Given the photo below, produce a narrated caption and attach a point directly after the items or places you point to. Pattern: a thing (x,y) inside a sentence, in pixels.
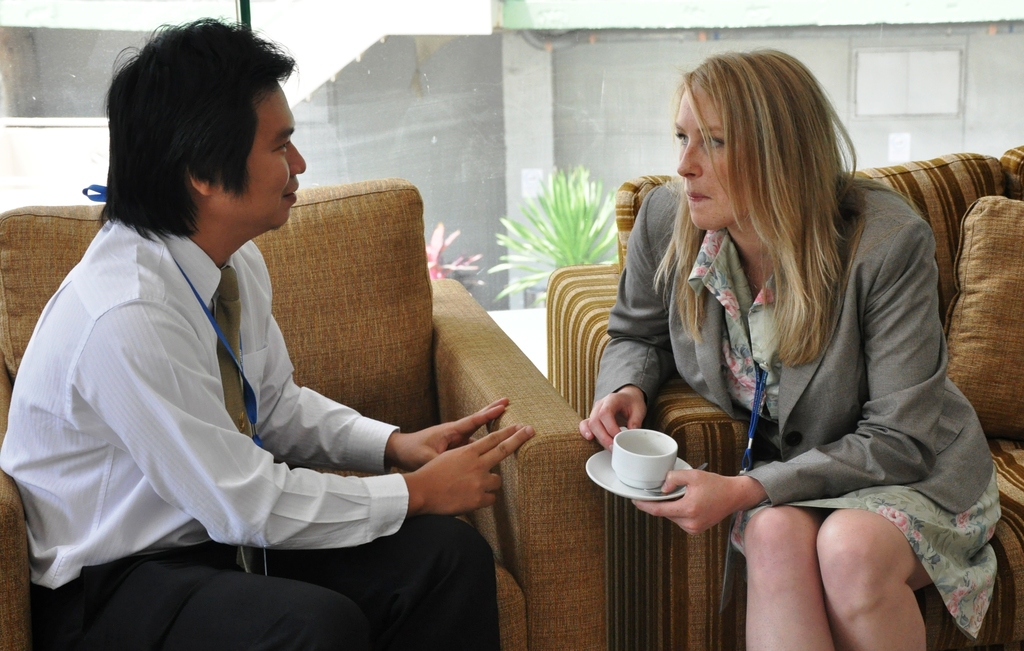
In this image I see a man (379,649) and a woman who are sitting on sofa (966,170) and this woman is holding a cup (677,446) and saucer (595,459). In the background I see plants (433,255).
